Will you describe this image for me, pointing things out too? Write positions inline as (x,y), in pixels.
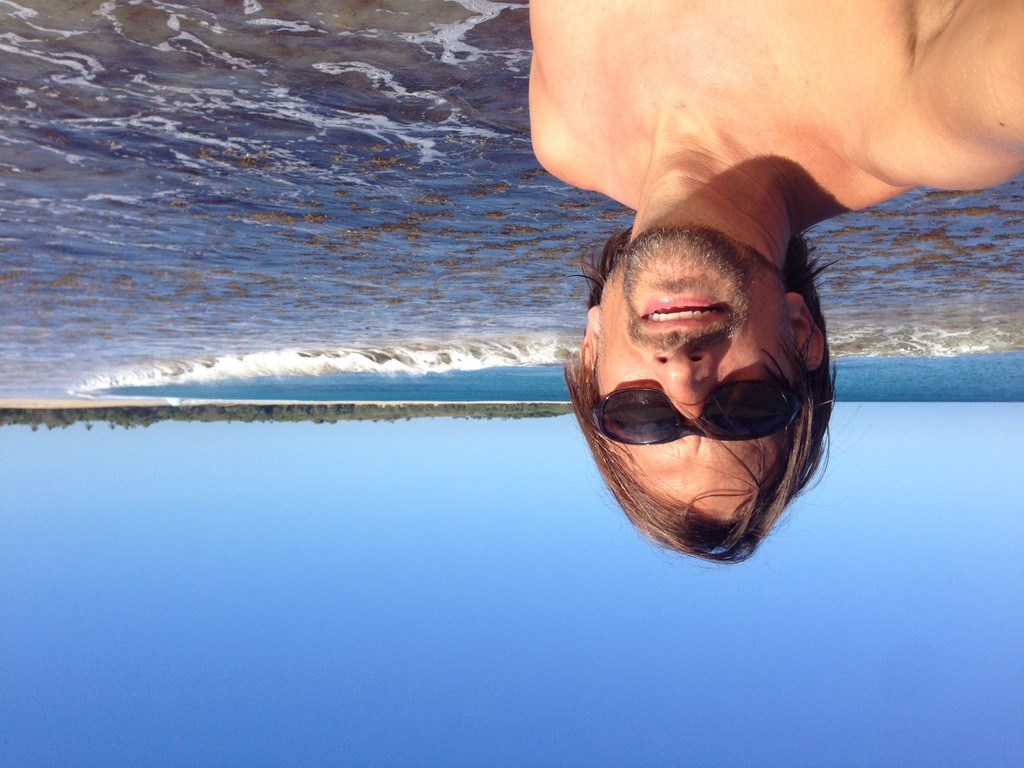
In this image I can see a person (846,185) wearing black color glasses (759,433). Back Side I can see a water (306,319) and trees (440,406). The sky (429,622) is in blue and white color.
